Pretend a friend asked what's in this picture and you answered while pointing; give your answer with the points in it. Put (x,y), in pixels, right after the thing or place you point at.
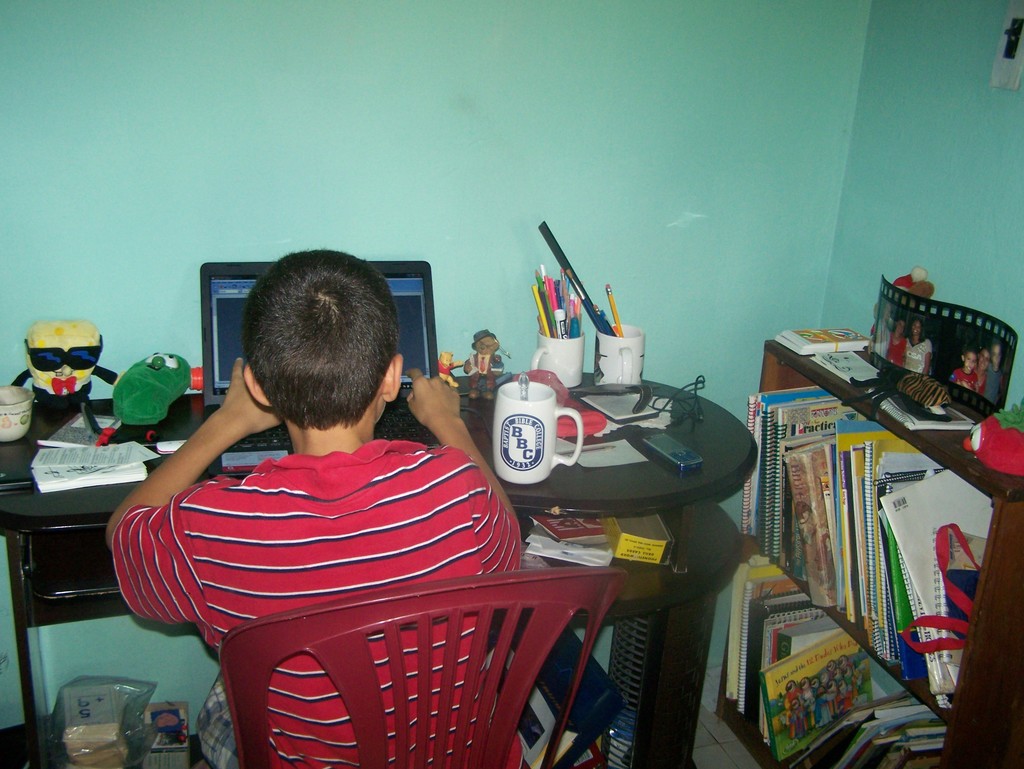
This boy (355,447) is sitting on a chair (412,602). In-front of this boy (344,464) there is a table (643,495), on this table (21,499) there are toys (58,361), cup (580,421), pens (557,297), mobile (694,460), cables (681,402), books (158,455) and laptop (216,327). Beside this table (626,502) there is a rack (901,517), this rack (798,374) is filled with books (891,544). Above this rack (1018,540) there are photos (956,380) and toys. Under the table (531,490) there are things (582,730).
